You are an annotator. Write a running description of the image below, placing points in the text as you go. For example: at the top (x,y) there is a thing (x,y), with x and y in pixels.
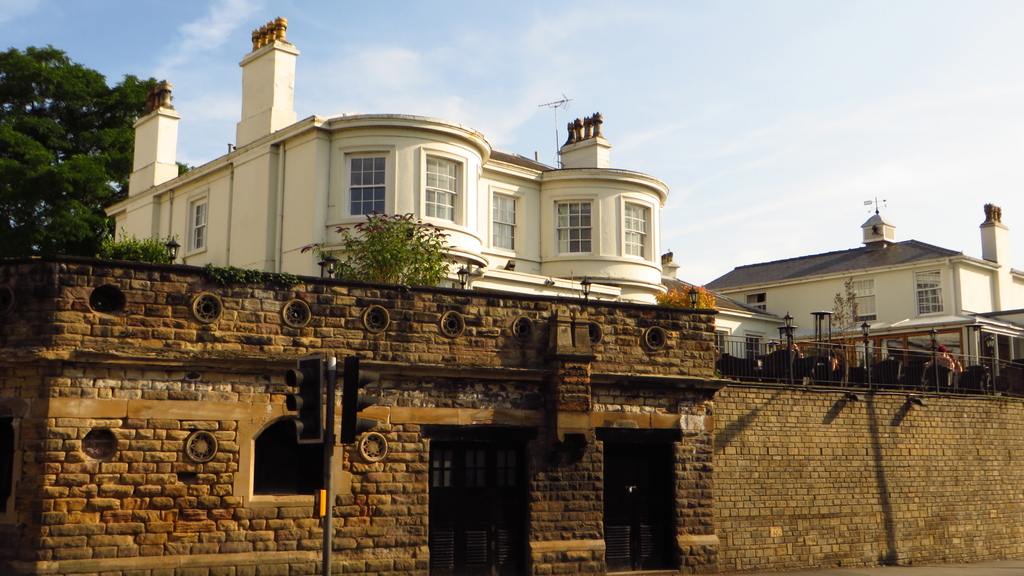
In this image I can see buildings (896,333), trees (44,155), plants (114,247), light poles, railing (792,377), signal lights (362,409), people (962,360), cloudy sky (731,107) and objects (820,348).
